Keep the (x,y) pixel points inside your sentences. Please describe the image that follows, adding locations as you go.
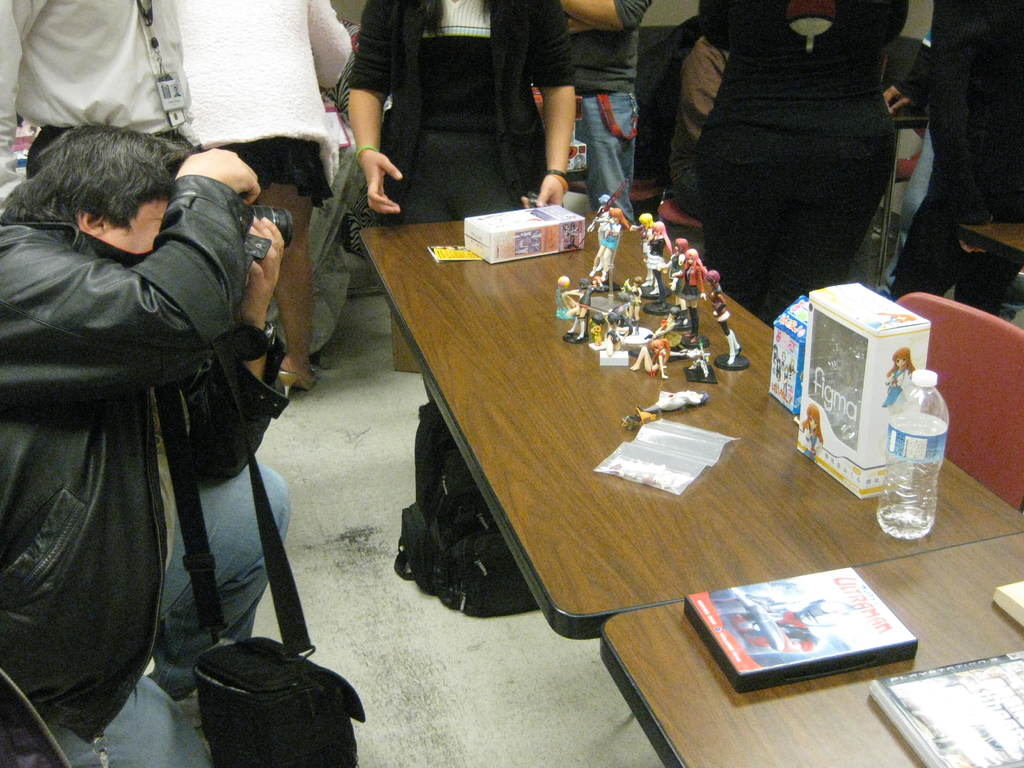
In the image we can see group of persons (794,149) were standing around the table (582,499). On the left (185,410) the man (13,274) he is holding the camera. On table (769,326) we can see few toys (607,302), box (866,461), book (835,643), paper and water bottle (906,439).
